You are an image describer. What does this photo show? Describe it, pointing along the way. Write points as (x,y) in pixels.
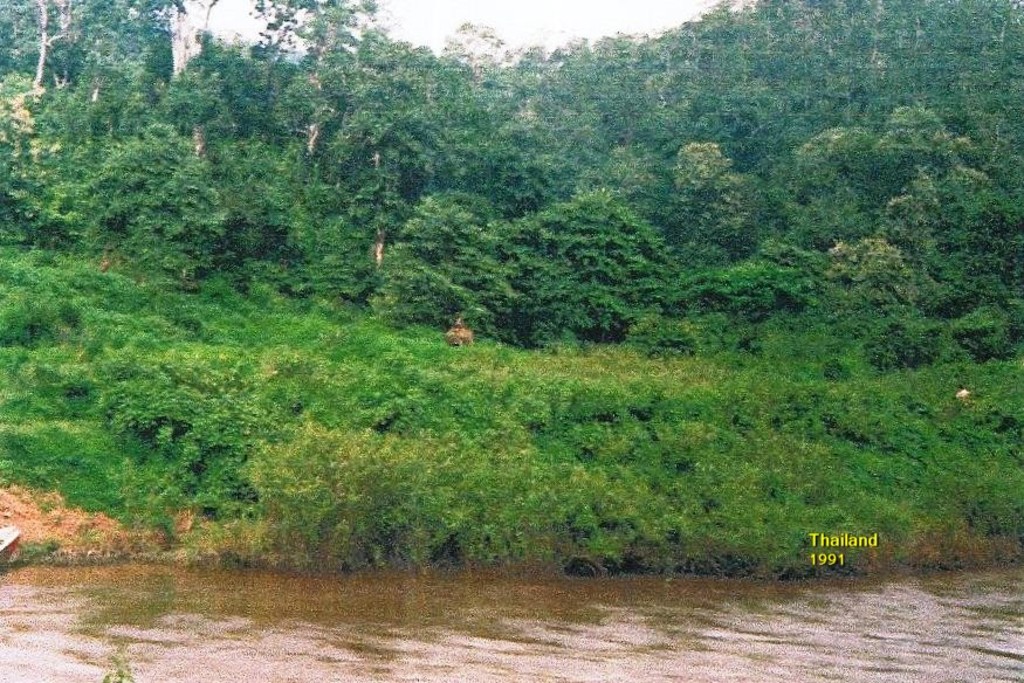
At the bottom of the image (268,620) there is water (371,665). Behind the water (941,634), on the ground (458,393) there are plants (347,385). In the background (641,223) there are trees (718,239). On the right side of the image (819,555) there is text (826,541).
